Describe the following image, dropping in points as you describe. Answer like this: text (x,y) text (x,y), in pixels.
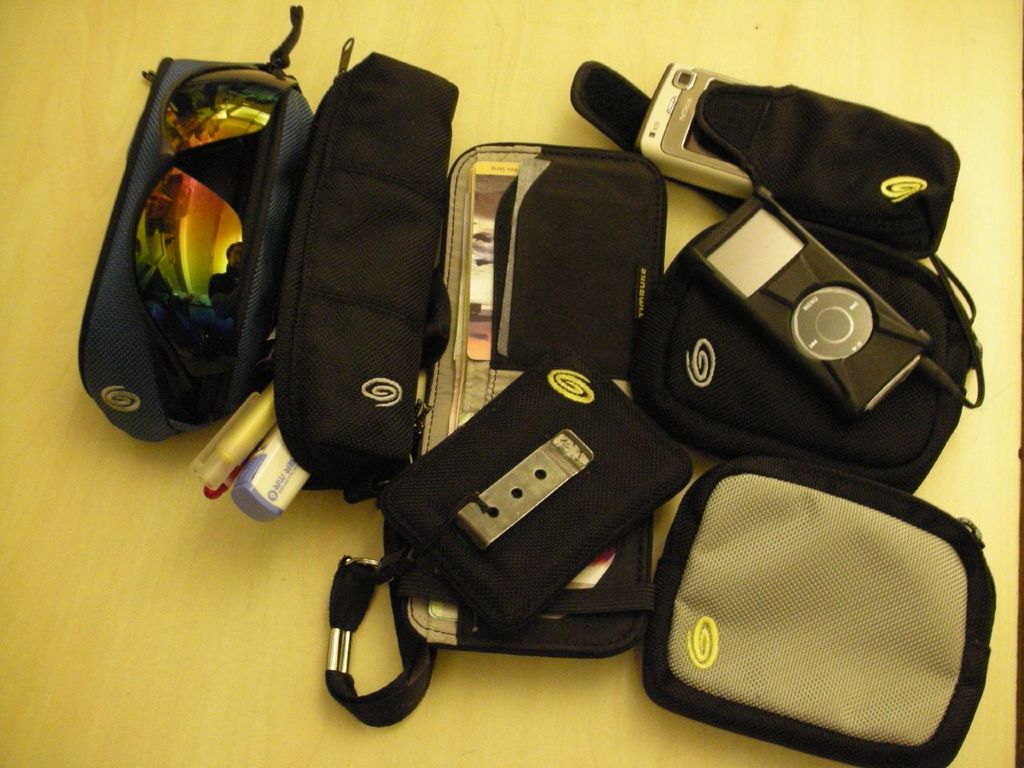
At the bottom of the image (140,594) there is a table (948,244), on the table (963,258) there are some boxes (462,173) and bags (331,124) and glasses (178,171) and there are some electronic devices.
